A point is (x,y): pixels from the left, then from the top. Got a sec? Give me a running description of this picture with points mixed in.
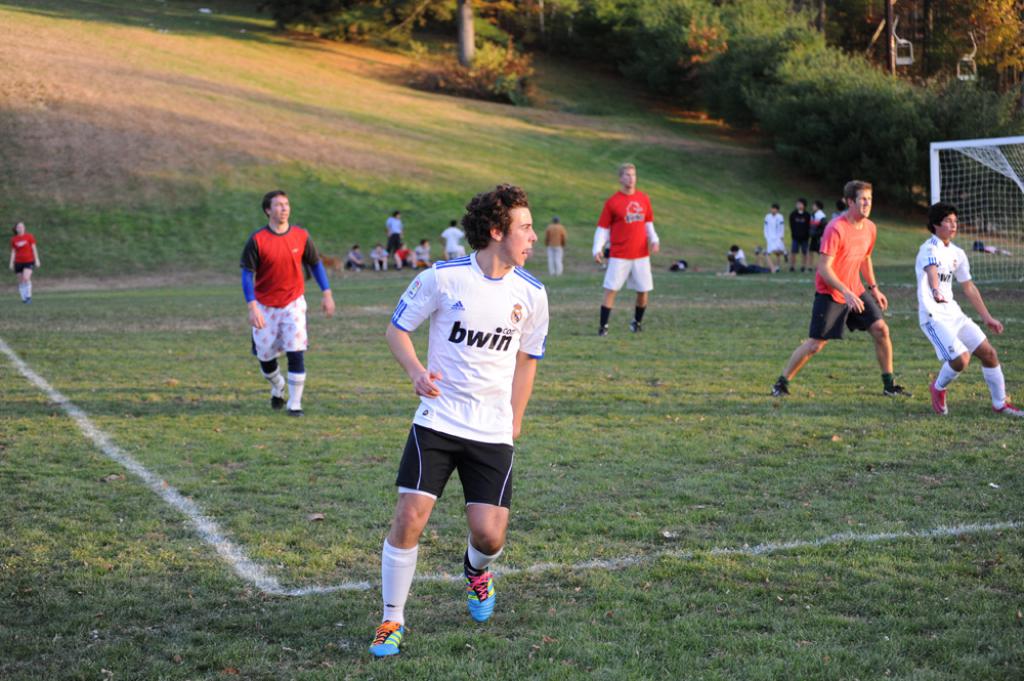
In this picture we can observe some players (286,287) playing football. We can observe two players (490,373) wearing white color dresses (457,317) and some players (309,262) wearing red color dresses (624,249). On the right side (982,171) there is a goal post (981,230). In the background (400,255) there are some people (422,249) sitting and standing. We can observe some grass (788,236) on the ground (196,546). In the background (820,137) there are trees (916,64) and plants (702,55).
